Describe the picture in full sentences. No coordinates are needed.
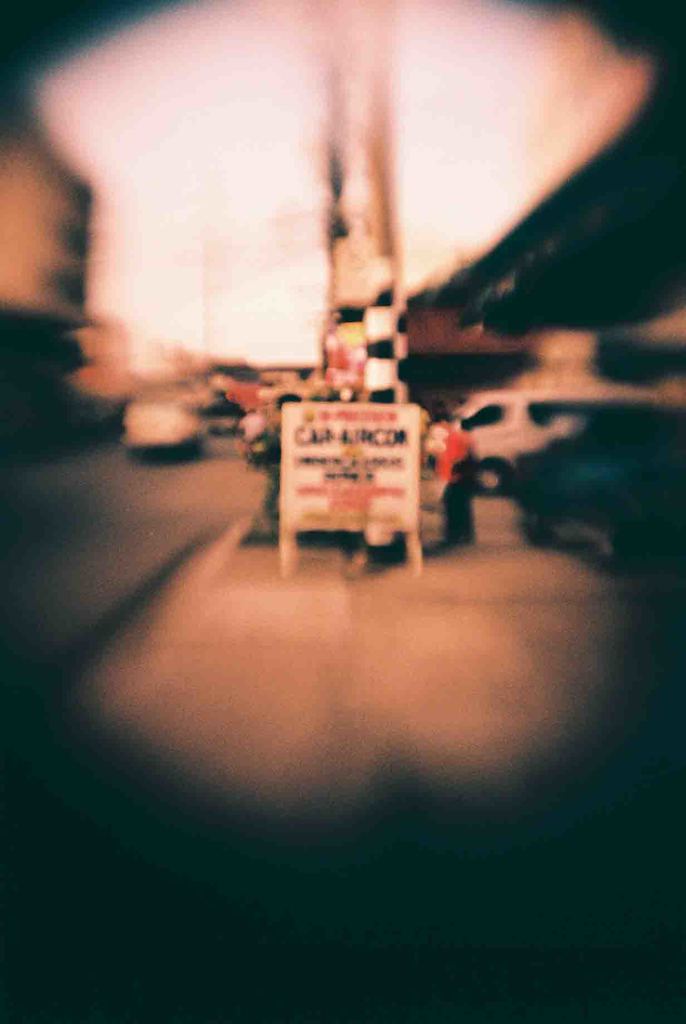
In the image we can see some vehicles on the road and there is a banner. Behind the banner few people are standing and the image is blur.
